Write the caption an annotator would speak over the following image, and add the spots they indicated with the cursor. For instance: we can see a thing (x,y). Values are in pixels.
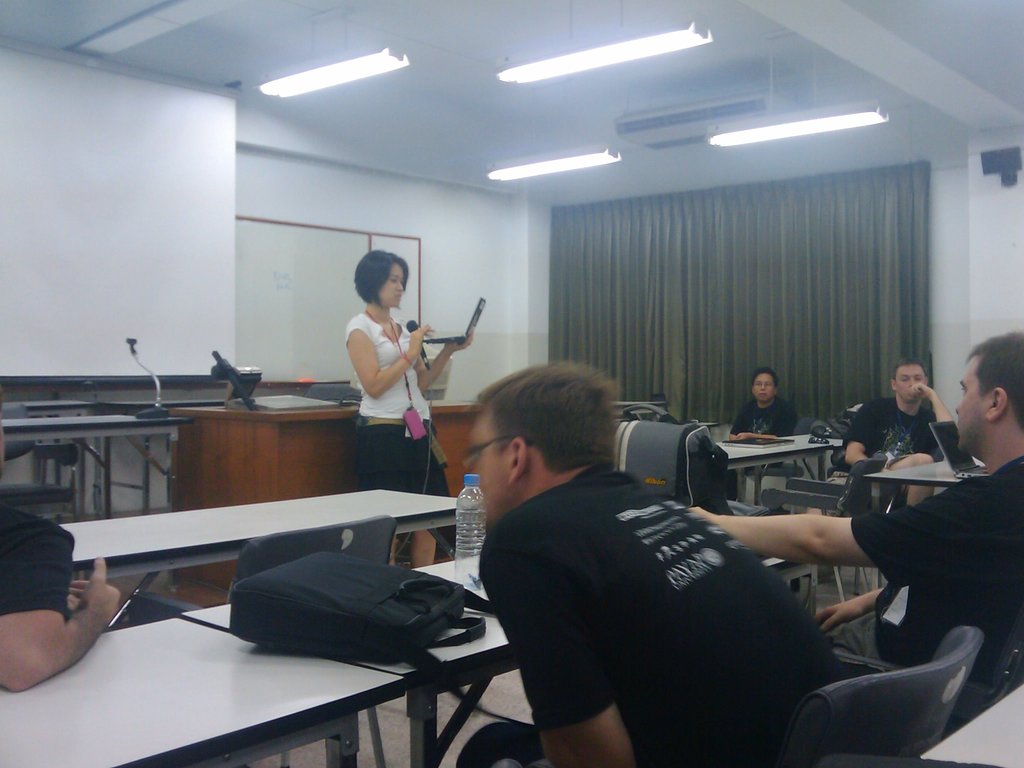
In this picture I can see few people (1023,511) sitting on the chairs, there are bags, bottle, mike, laptop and some other items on the tables (180,729), there is a woman (374,315) standing and holding a mike (408,324) and a laptop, there is a projector screen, there is a board (418,268) attached to the wall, there are lights (297,79) and a curtain (668,213).
